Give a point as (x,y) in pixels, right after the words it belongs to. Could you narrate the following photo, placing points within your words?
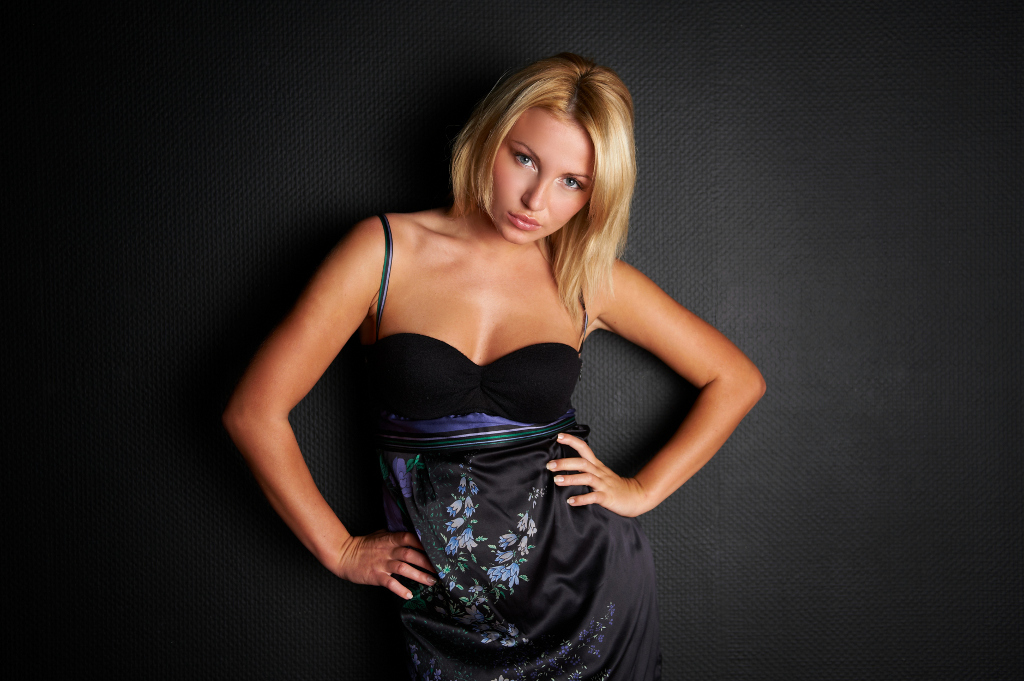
In the middle of this image (563,391), there is a woman (523,365) in a black color dress (523,365). And the background (77,225) is black in color.
